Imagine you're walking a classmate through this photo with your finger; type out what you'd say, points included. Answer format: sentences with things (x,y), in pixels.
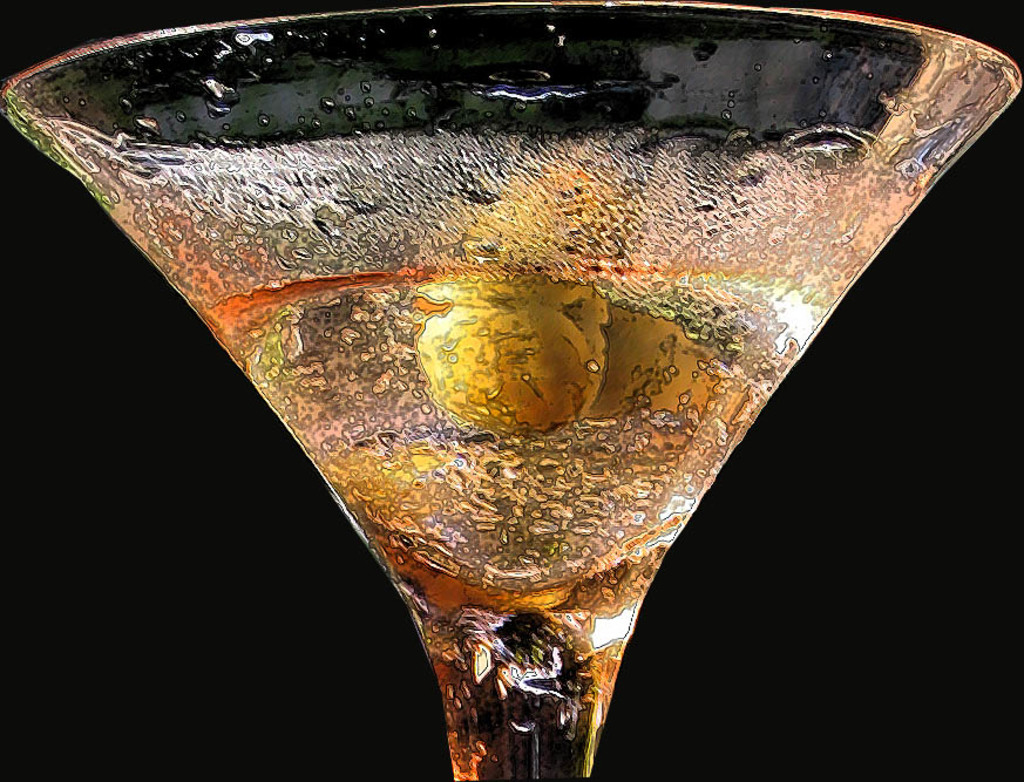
In this image we can see a glass (527,480) containing a drink (517,539).
